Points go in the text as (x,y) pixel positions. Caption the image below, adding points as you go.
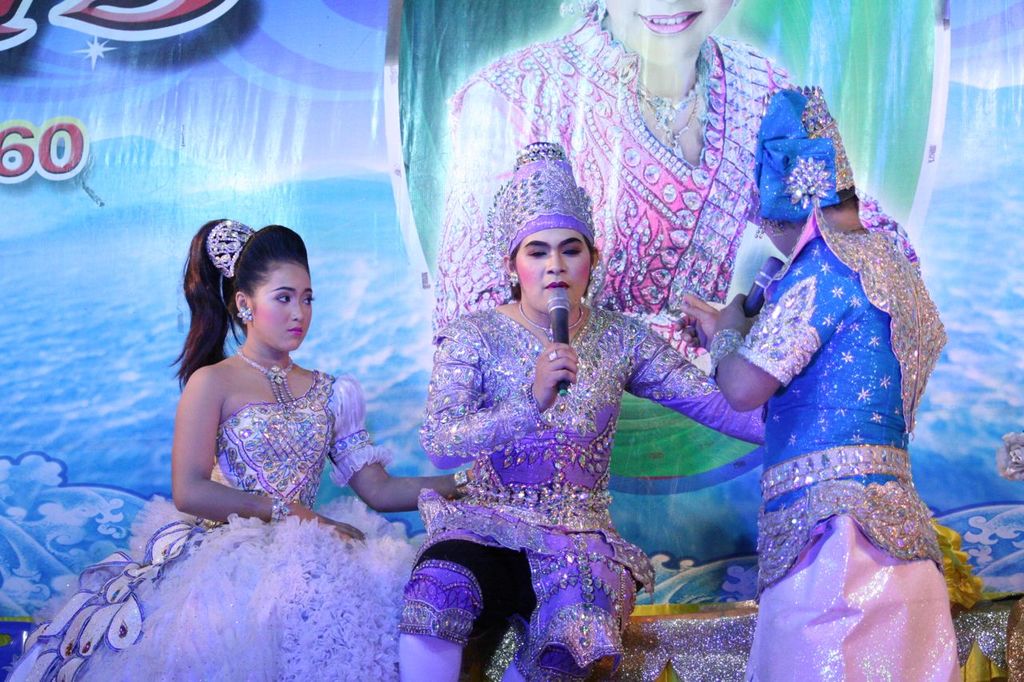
In this image we can see people (536,225) in different costumes (490,428), microphones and in the background (956,140), we can see a banner (428,130) with some text (70,130).
